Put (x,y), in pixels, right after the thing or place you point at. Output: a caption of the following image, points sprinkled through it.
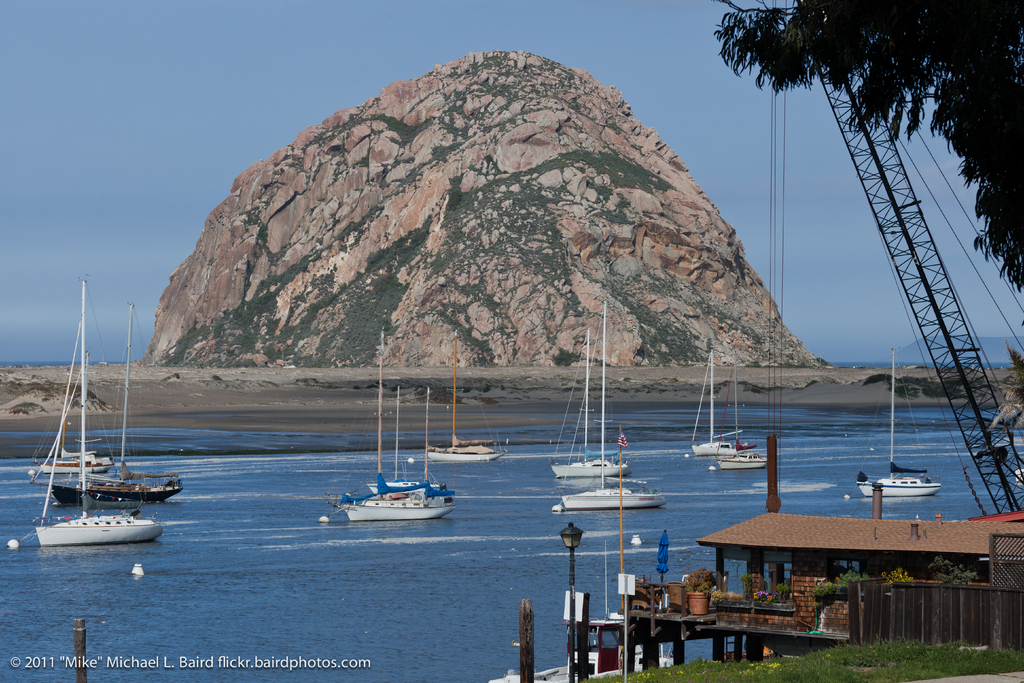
In the bottom right corner of the image (915,648) there is grass (872,658) on the ground (872,658). And also there is a wooden fencing (898,633). Behind the fencing (898,633) there is a house (781,558) with roofs (842,532), walls (807,553) and windows (774,579). And also there are plants (776,595) and poles (628,594) with sign boards (628,578) and lamps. Behind the house (972,539) there is a crane (991,450) with ropes (1012,291). In the top right corner of the image (900,101) there is a tree (957,101). In the image there is water (311,432). On the water (680,483) there are boats (85,508) with poles (893,377) and ropes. In the background (410,360) there is a hill (664,354) and also there is sky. In the bottom left corner of the image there is something written on it.
